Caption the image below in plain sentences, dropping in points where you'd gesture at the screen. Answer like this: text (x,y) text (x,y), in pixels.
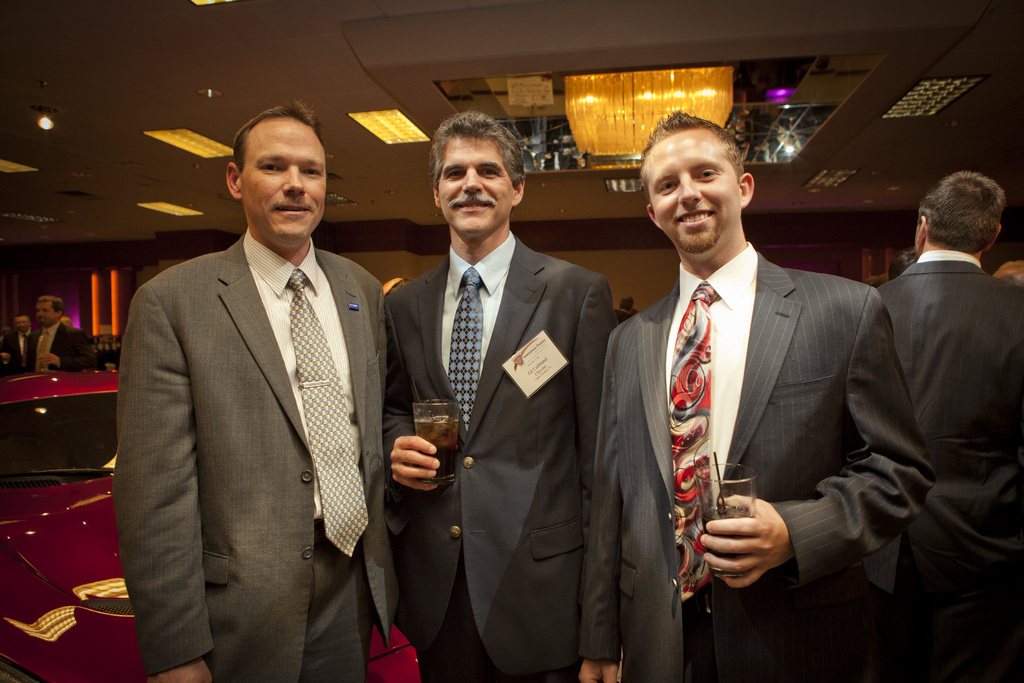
This picture shows few people (846,359) standing and we see couple of men (552,436) holding glasses (441,409) in their hands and we see a smile (472,207) on their faces (487,203) and few lights (599,90) on the roof (955,46) and men (676,343) wore ties (308,302) on their neck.
